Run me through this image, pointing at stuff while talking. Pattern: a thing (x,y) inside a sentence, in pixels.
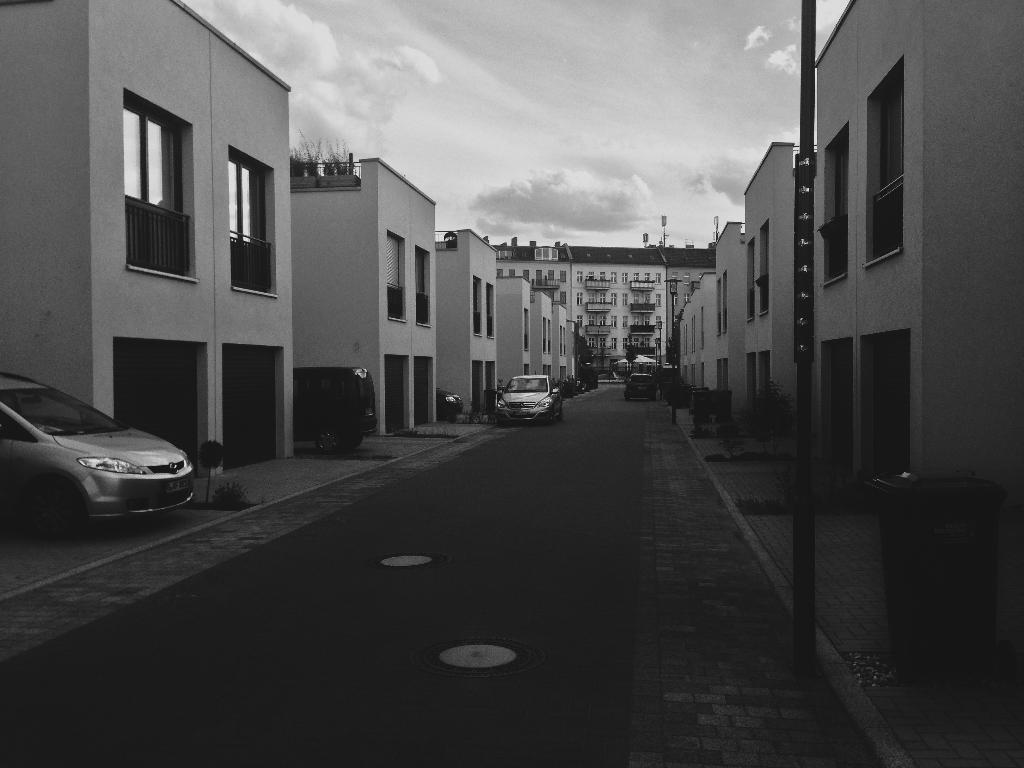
In the middle of the image (550,393) we can see some poles (806,406), plants (778,393), trees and vehicles (505,409) on the road (311,594). Behind them we can see some buildings (583,331). At the top of the image (273,27) we can see some clouds (479,97) in the sky (445,13). In the bottom right corner of the image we can see a dustbin (893,500).
